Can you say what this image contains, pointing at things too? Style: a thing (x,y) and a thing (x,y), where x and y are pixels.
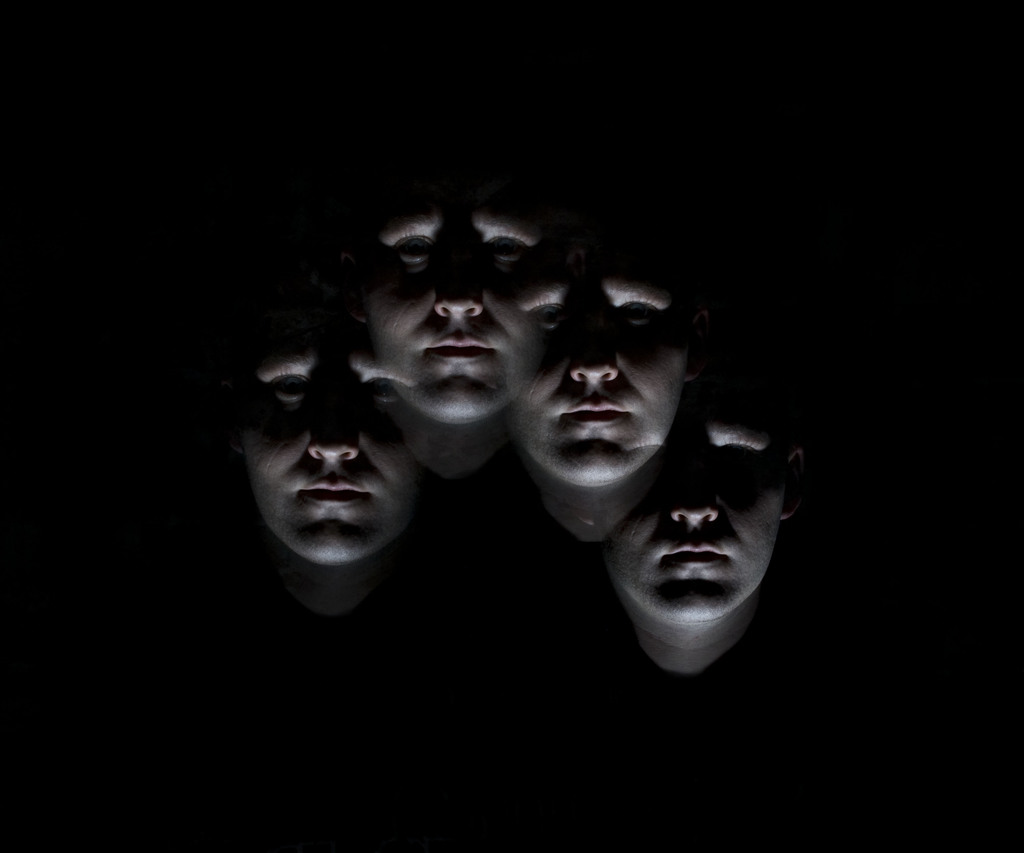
In this image there is an edited picture of a person's face (559,465). Background (878,335) is in black color.
